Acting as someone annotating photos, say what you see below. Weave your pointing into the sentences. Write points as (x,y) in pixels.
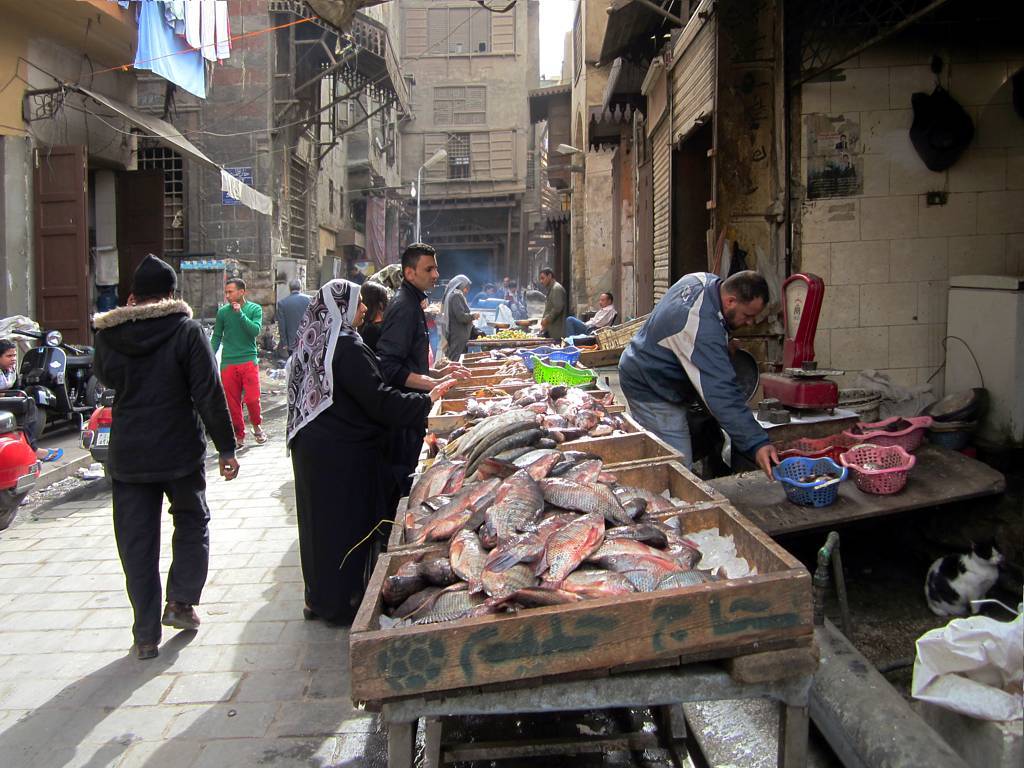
In this picture we can see a group of people (397,432) on the ground (218,608), fish (615,502) in baskets (809,469), tables (888,513), weighing machine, cat (964,588), shutters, doors (74,193), vehicles (52,393), sun shades (237,184), some objects (346,56) and in the background (223,133) we can see buildings (450,131).
